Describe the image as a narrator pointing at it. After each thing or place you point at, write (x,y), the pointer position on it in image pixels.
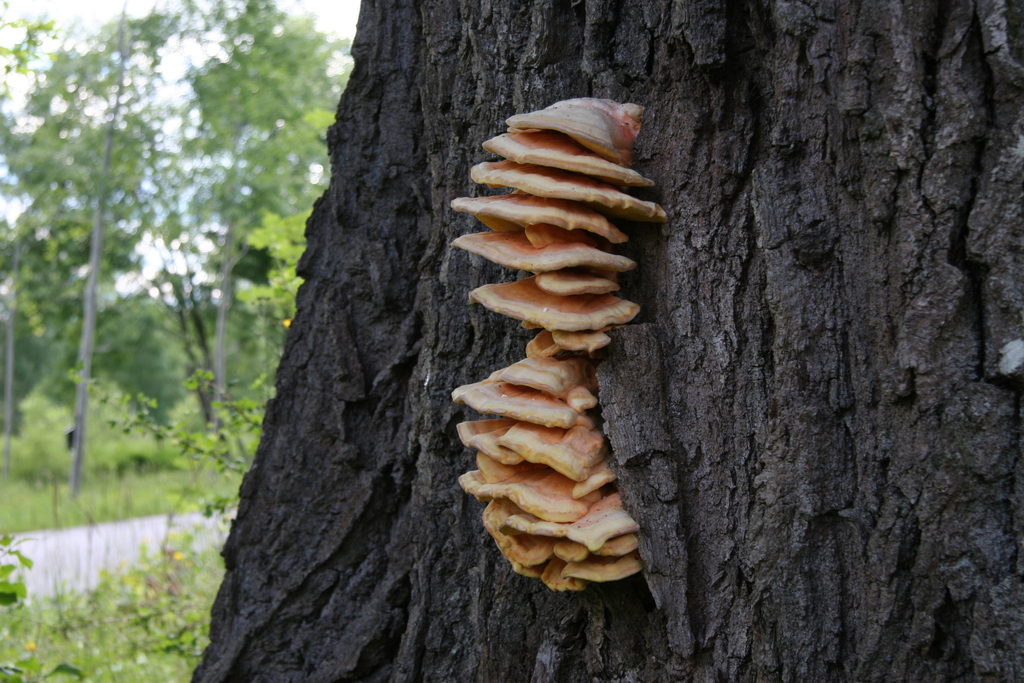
In this image we can see fungus (560,187) on a tree trunk (428,192). In the background (116,254) we can see trees (42,271), plants (114,458) and sky (7,17).
